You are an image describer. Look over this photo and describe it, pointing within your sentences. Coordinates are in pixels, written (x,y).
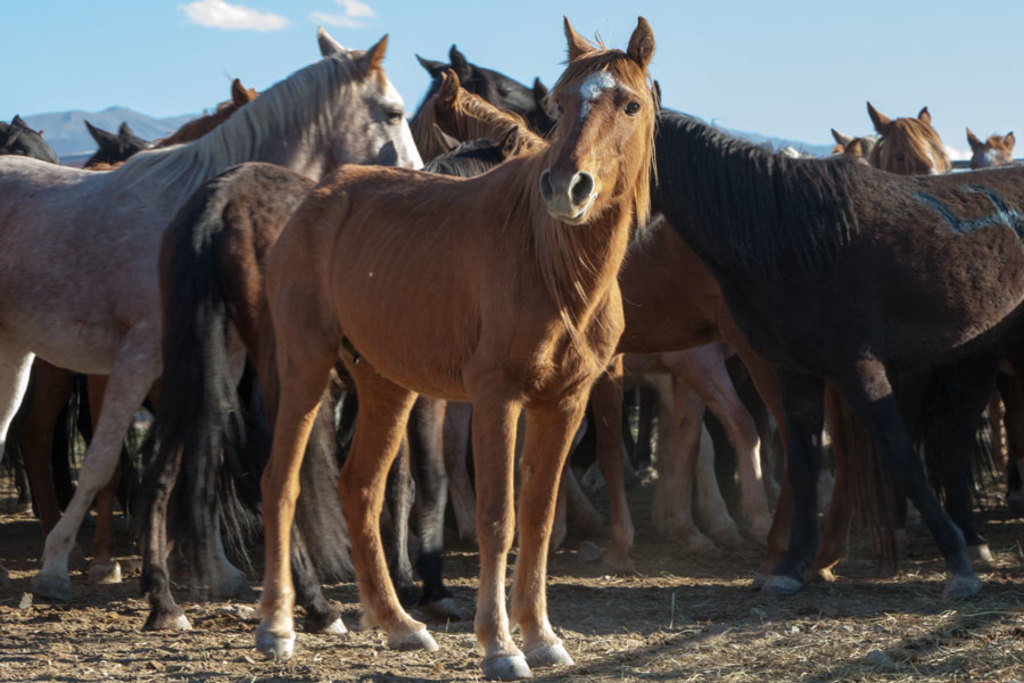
In the image I can see some horses (463,316) on the ground (22,608).
